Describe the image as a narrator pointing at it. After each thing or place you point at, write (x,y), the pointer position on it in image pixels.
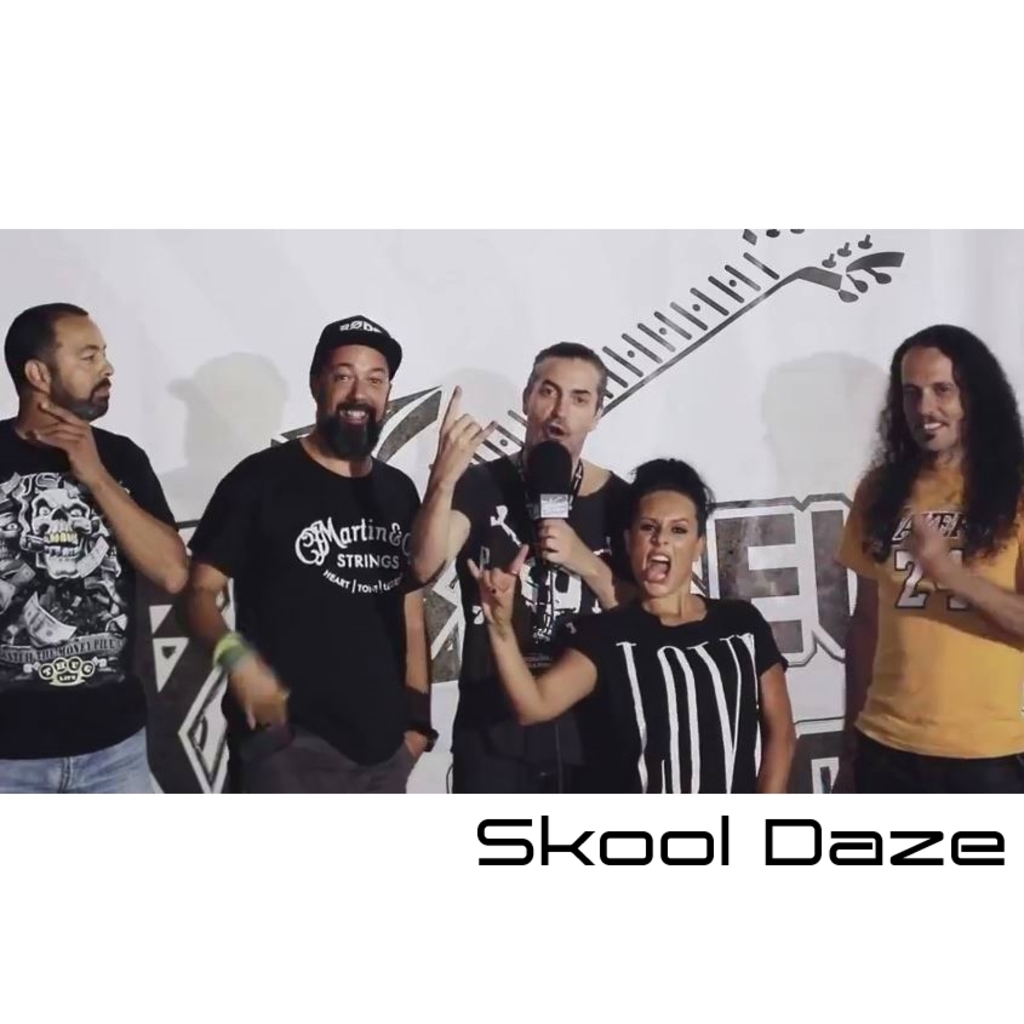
In this picture I can see few people (562,549) standing and I can see a man (522,526) holding a microphone (552,569) and speaking and I can see text (509,836) at the bottom of the picture (775,856) and I can see picture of a guitar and I can see text (831,586) in the background (790,520).
